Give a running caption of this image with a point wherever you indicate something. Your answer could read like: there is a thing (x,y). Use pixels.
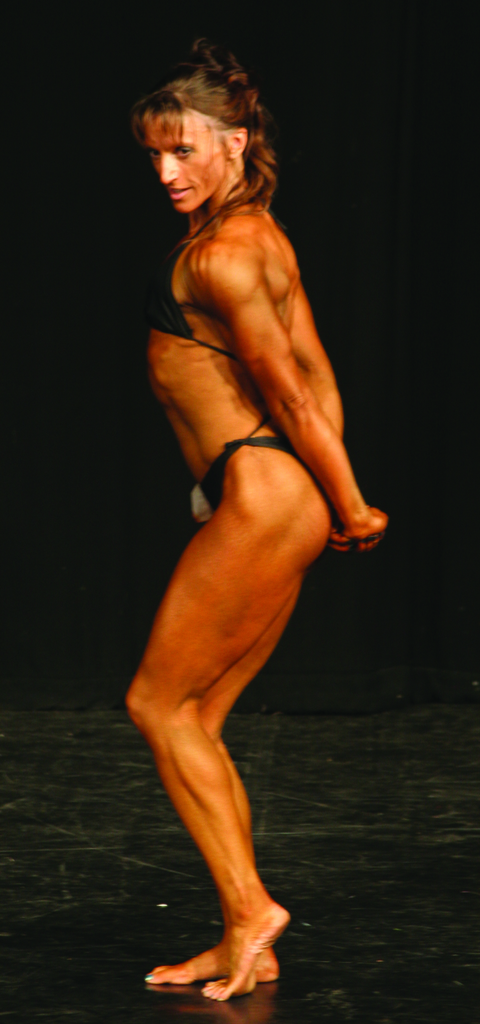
In the image there is a woman (239,392) standing in bikini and the background (352,617) is black.
